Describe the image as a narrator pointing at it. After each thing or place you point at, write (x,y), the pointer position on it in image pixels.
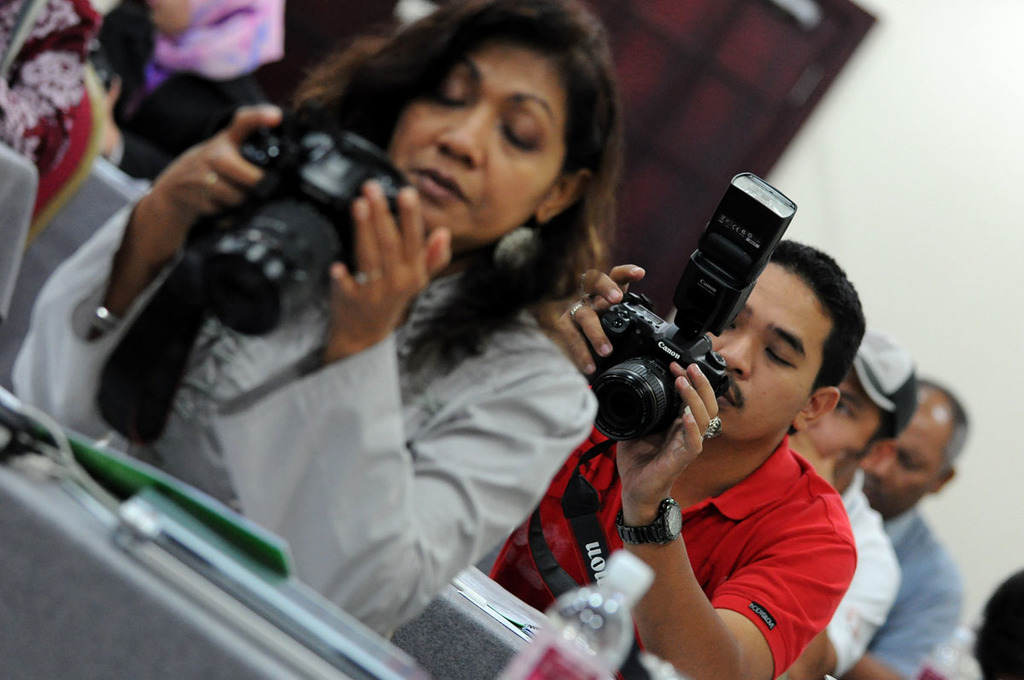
In this image I can see few people (479,377) are holding cameras (633,339) in their hands (381,295) and looking at the cameras (651,339). In the background (875,272) there is a wall (923,292).
